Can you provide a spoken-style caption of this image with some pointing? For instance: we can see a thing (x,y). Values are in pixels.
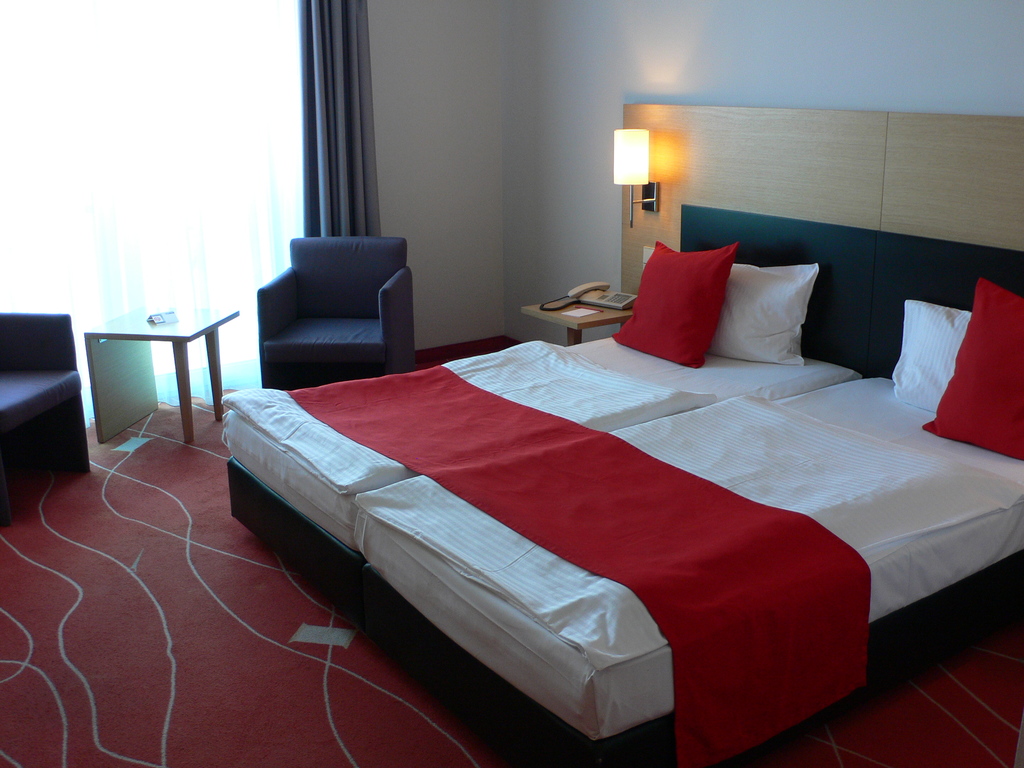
It is a bedroom (477,404) and there is a bed (608,464), beside the bed (603,452) there is a lamp (654,199) and a telephone (571,295). In the background (493,77) there is a wall (779,41) and beside the wall (396,84) there is a curtain (355,228) and in front of the curtain (203,284) there are two sofas (37,321) and in between the sofas (67,380) there is a table (187,398) and behind them there is a window (26,286).
